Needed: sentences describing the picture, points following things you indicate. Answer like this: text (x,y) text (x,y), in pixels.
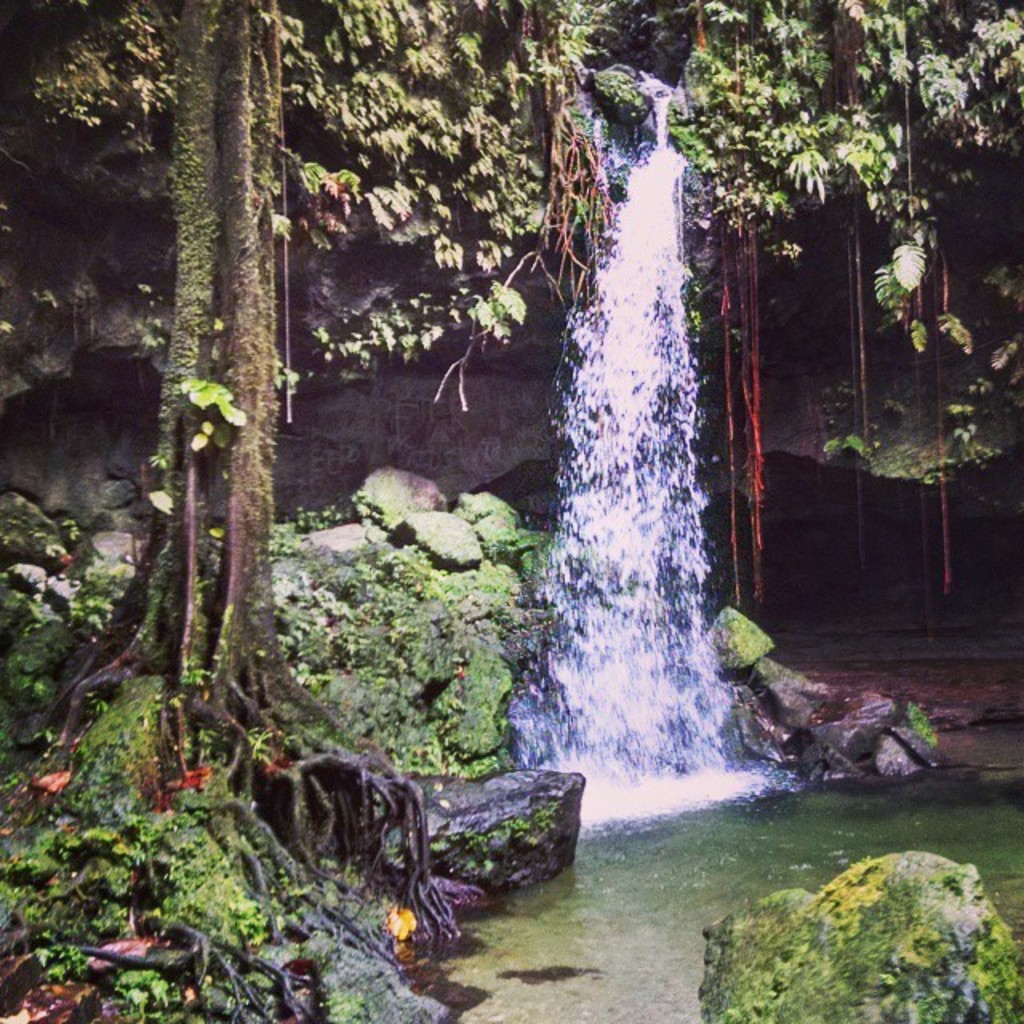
In this image we can see the pond (669,862) and rocks (856,982). There is a tree (169,588) on the left side of the image (171,582). We can see waterfall (604,468) in the middle of the image (642,490). At the top of the image (511,138), leaves (923,121) are there.
